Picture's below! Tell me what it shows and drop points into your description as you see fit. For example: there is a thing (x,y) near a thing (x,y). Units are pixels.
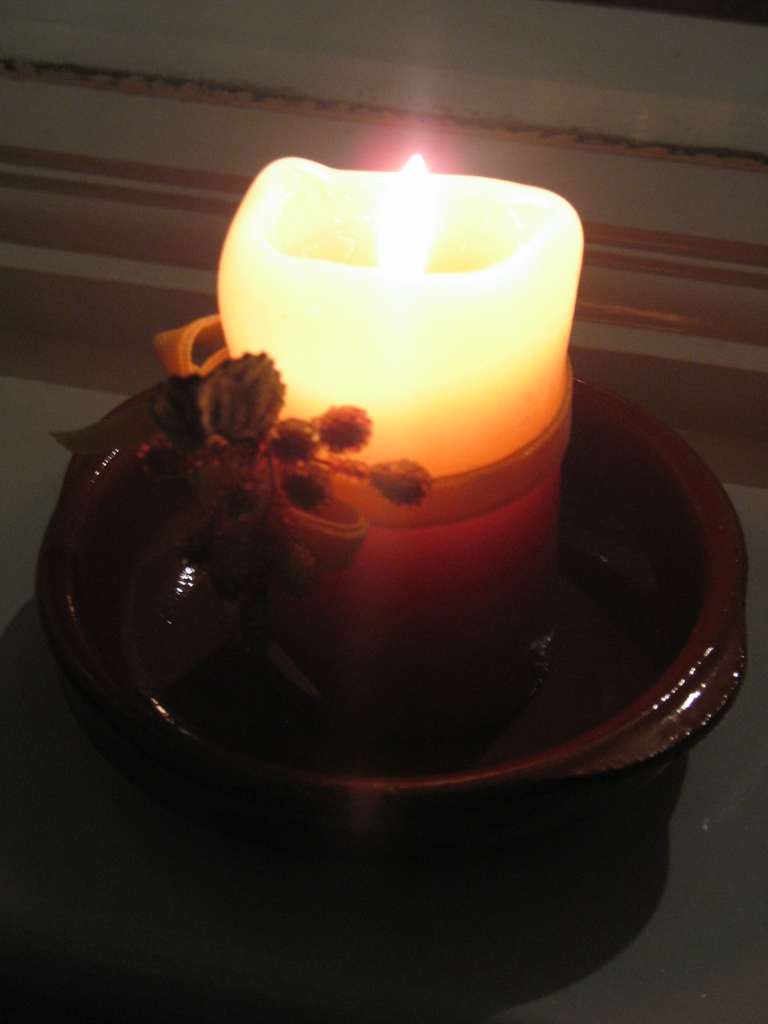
In this picture, we see a clay candle pot (645,656) which is light, is placed on the white table (447,955). In the background (721,164), it is white in color.
